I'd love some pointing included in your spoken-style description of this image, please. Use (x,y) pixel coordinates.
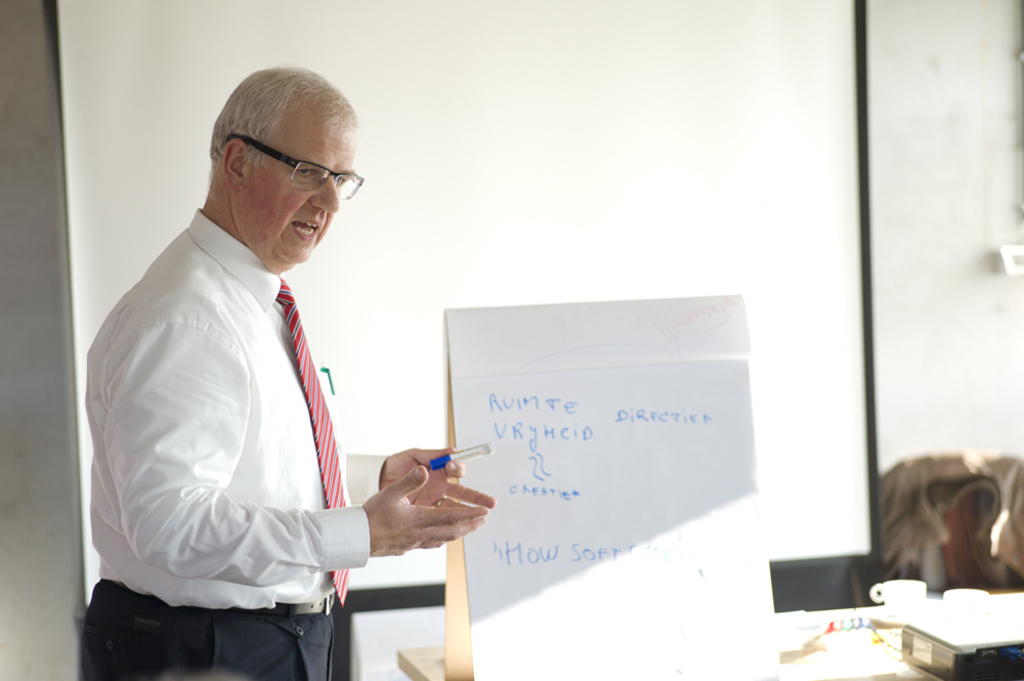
On the left side of the image (211,366) we can see a man (297,418) is standing and wearing shirt (256,546), pant (139,680), tie (302,322), spectacles (347,193) and holding a marker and talking. In the bottom right corner (888,660) we can see a table (888,660). On the table (871,647) we can see a board (727,655), plates (895,607), cups (895,588), box (944,620). On the board (634,526) we can see the text (497,428). In the background of the image (452,64) we can see the wall (985,118), screen (858,229), circuit board (1022,251), cloth (928,496).
